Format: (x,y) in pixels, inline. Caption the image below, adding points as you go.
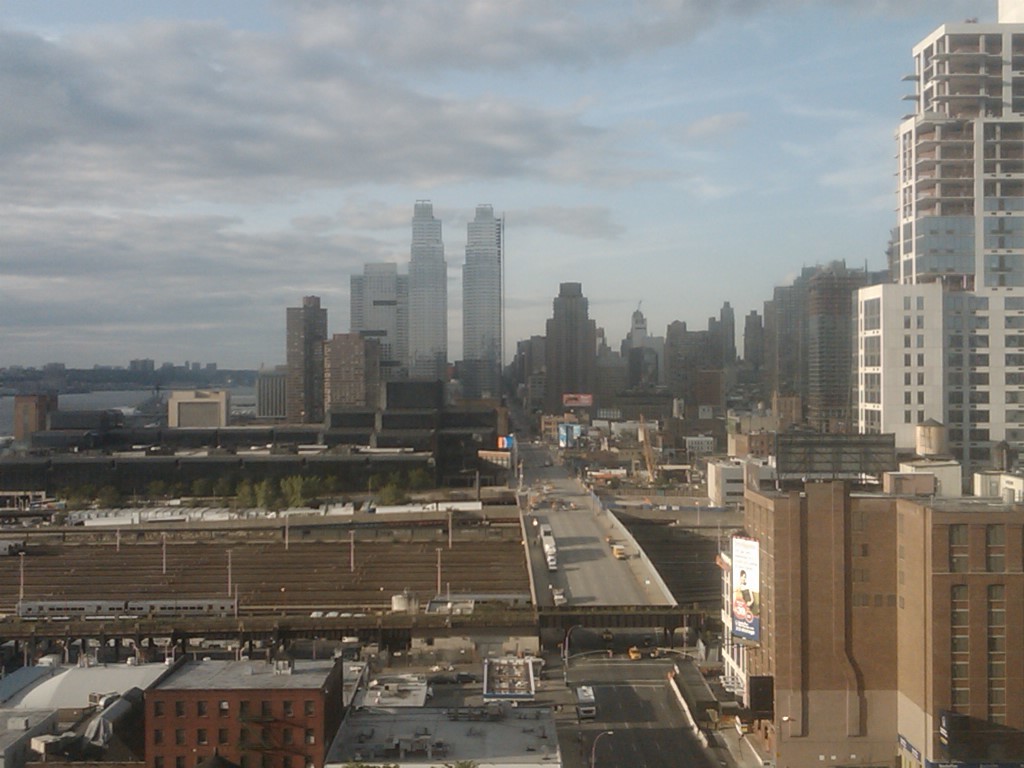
In this image we can see few buildings (665,356), few vehicles (594,712) on the road (565,547), a bridge (311,618), trees (293,498), poles (451,518) and the sky (434,112) with clouds (567,102) on the top (683,131).
